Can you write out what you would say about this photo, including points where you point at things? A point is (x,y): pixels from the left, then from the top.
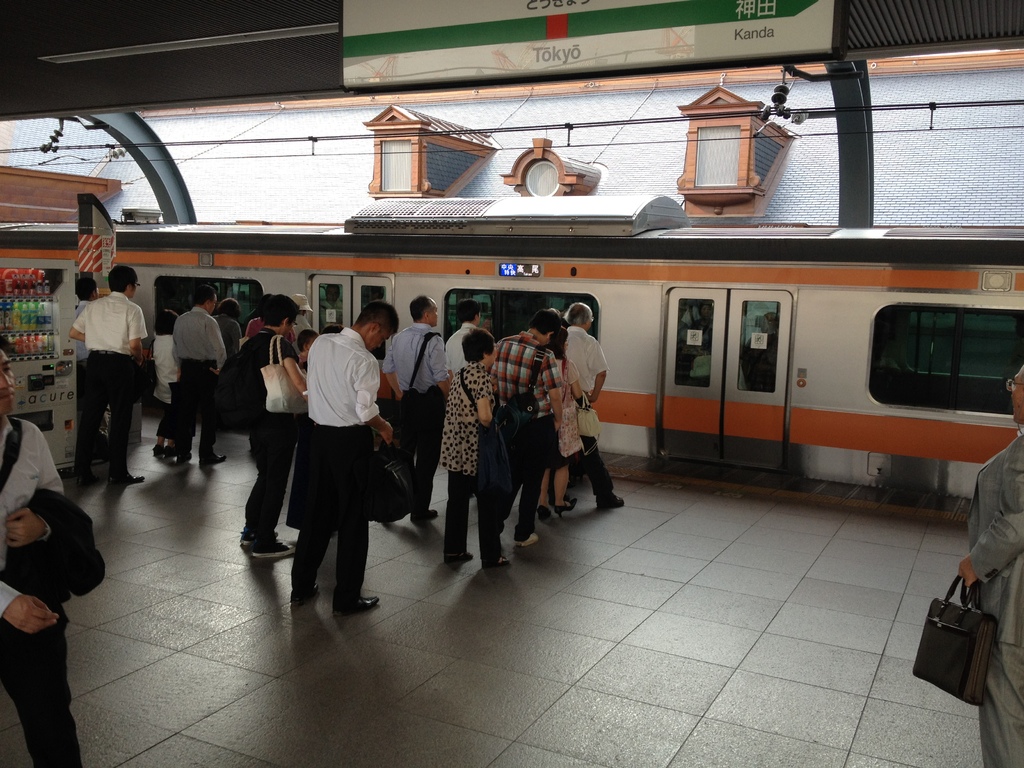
In this image there is a train (778,282) on the tracks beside that there are so many people (37,492) standing on the platform (648,521).
